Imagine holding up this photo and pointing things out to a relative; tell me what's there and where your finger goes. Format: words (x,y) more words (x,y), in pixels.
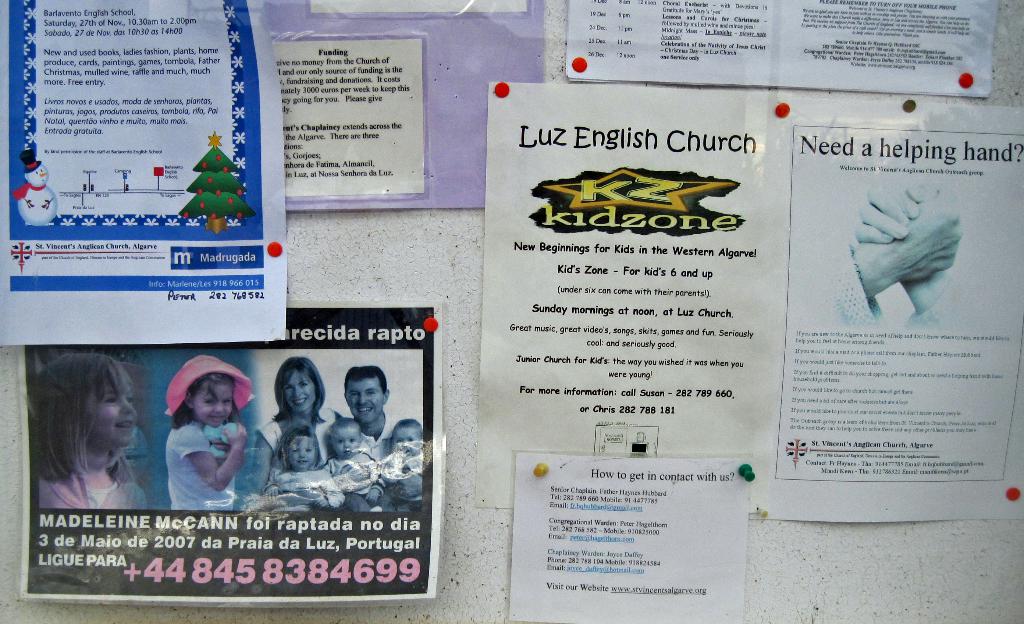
In this image we can see some stick bills (613,433) with various fonts (331,574) and images (588,216). And we can see some written text (303,554) on it. And in the background (937,549), we can see the wall (924,536).
